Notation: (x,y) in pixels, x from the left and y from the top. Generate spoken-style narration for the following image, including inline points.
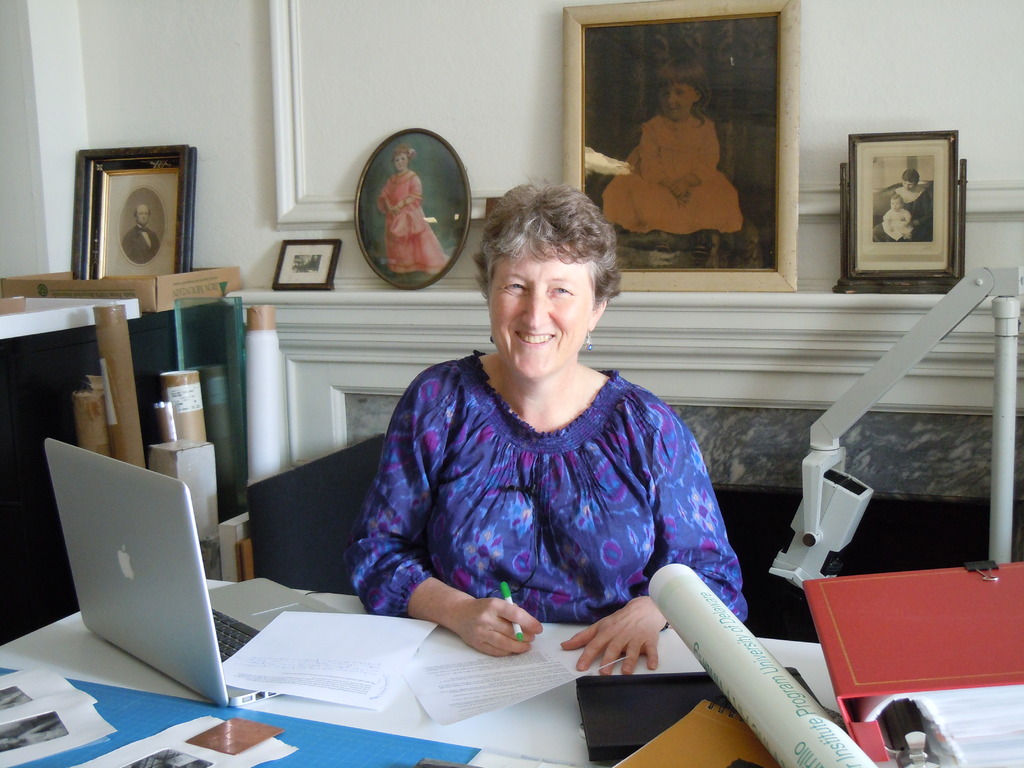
Woman (463,532) in middle of the picture (469,413) wearing blue shirt (571,500) is sitting on chair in front of table (478,724) on which papers (404,648), laptop (165,607), chart (727,626) and book (696,739) are placed. Behind her, we see a white wall (826,150) on which many photo frames (422,216) are placed and on left corner of the picture (264,446), we see many brown and white charts (184,403).
